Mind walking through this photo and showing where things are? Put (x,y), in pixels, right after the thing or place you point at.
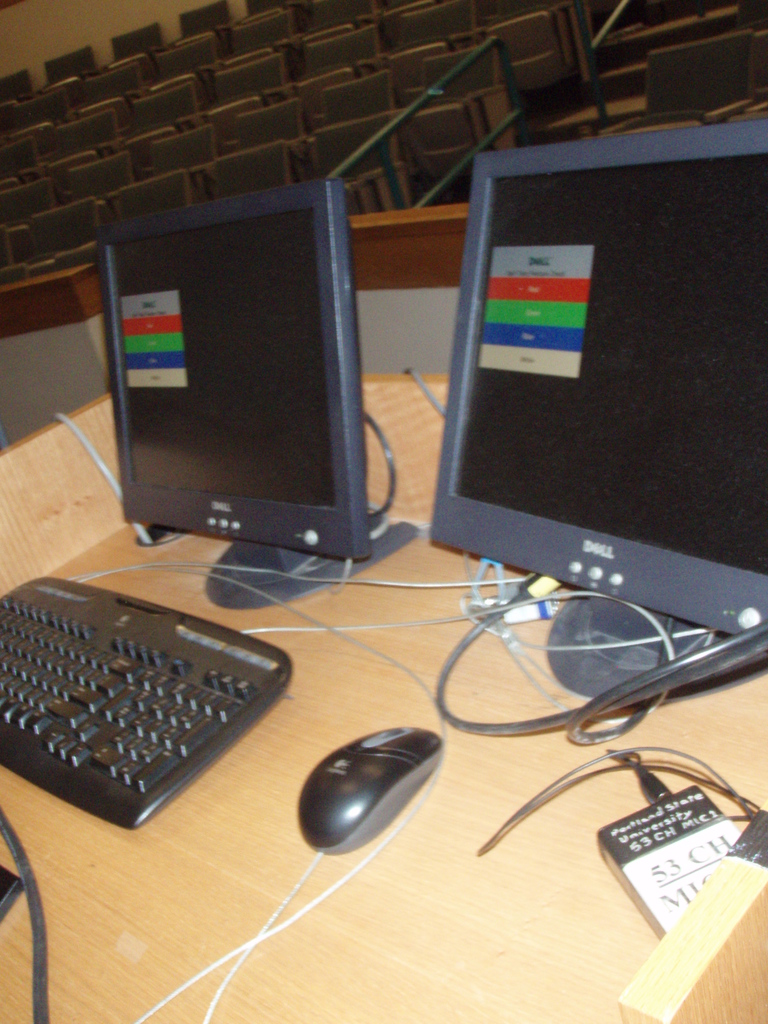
in this picture there is a desk (463,938) in the center of the image (398,490), on which there are monitors (464,403), a keyboard (234,636) and a mouse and there are chairs (378,117) at the top side of the image (318,111).
